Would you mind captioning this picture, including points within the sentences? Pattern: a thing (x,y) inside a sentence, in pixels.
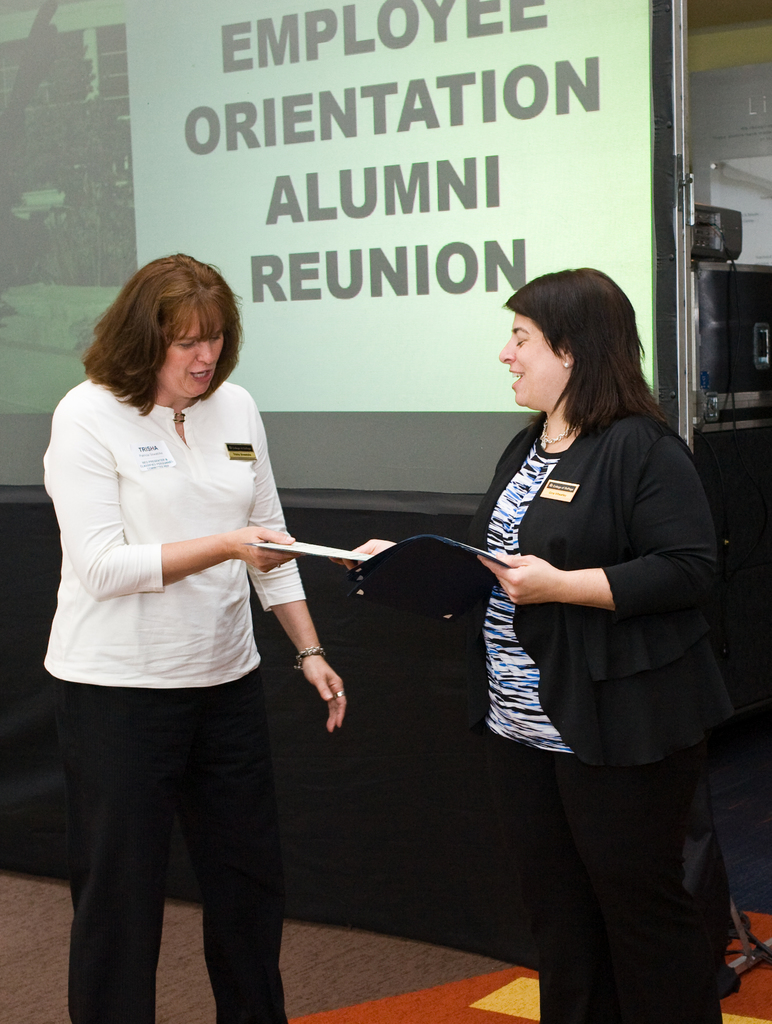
In this image two ladies (497,476) are standing. They are talking with each other. They are holding a book (302,546). In the background (262,176) there is a screen (296,192).
